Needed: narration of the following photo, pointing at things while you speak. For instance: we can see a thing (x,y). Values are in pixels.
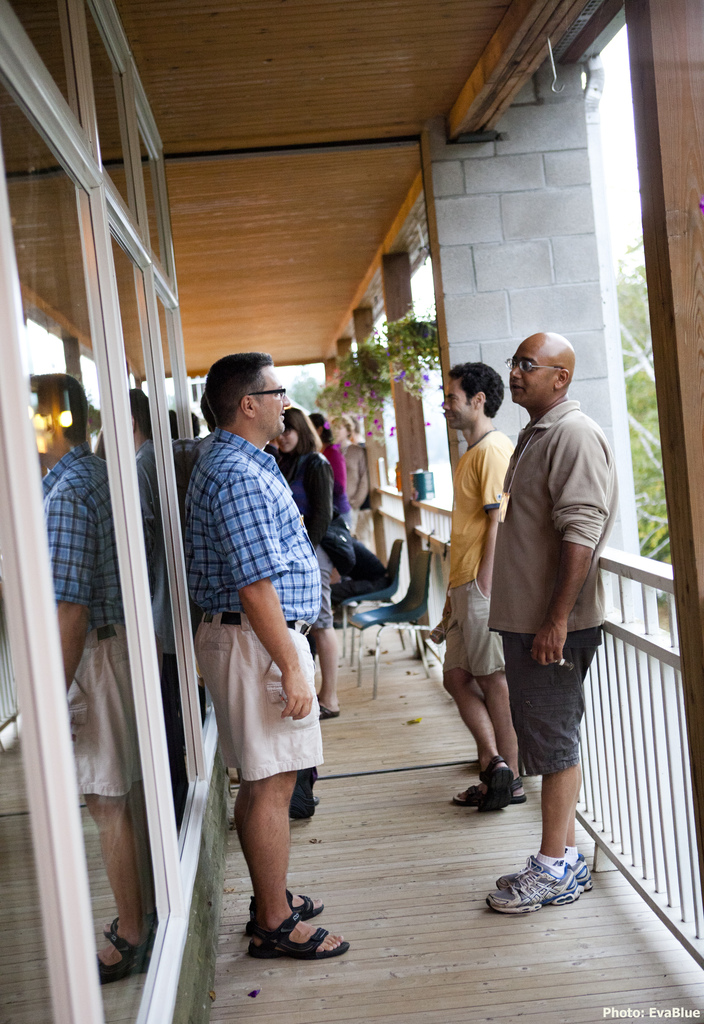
In this picture I can see there are few people (538,682) standing in the veranda (557,155) and there are few plants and there is a glass door (190,788) on to the left side (187,592).
